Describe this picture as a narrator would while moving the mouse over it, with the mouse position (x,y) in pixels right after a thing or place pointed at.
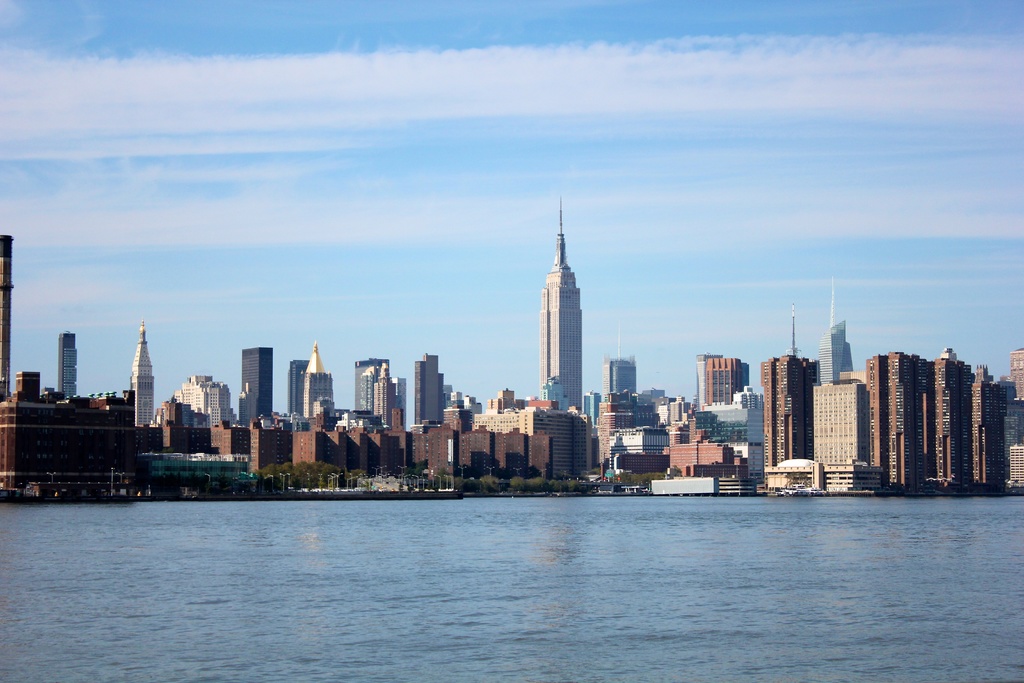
There is water (181,566). In the background (87,418), there are trees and buildings (216,387) on the ground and there are clouds (444,60) in the blue sky (283,61).
